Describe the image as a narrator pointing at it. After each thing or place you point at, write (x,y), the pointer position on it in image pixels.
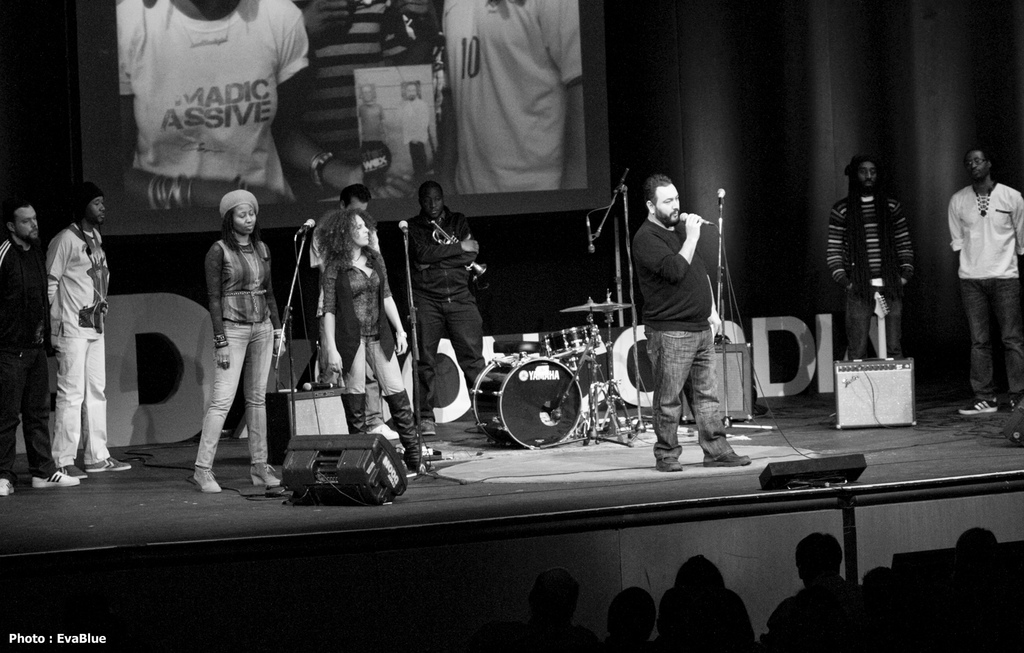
It is a black and white image there is some music concert being held on the stage (221,472) and behind the stage (122,481) there is some image (387,69) is being projected on the screen (494,45) and in front of the stage (648,559) there are audience (820,567) enjoying the music.
